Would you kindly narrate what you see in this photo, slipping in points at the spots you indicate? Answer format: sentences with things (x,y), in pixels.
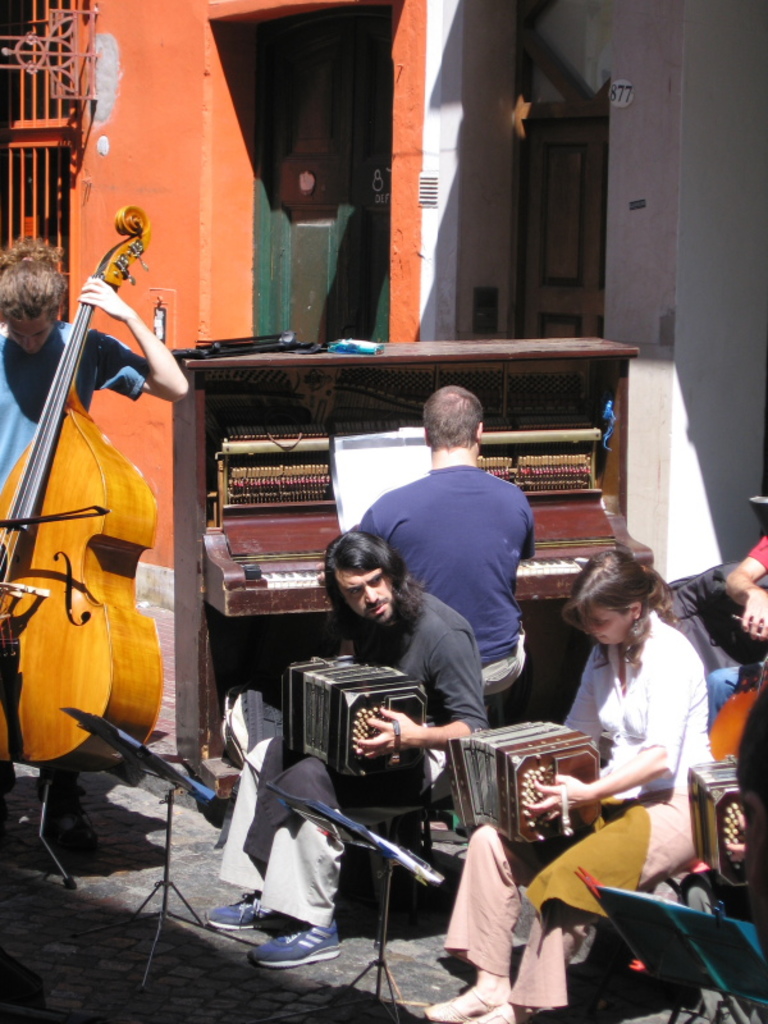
In this picture there are few musicians (522,539). The man (9,414) to the left corner (37,419) is playing double bass (64,579). The man (452,554) beside him is playing piano (549,549). The woman (645,680) to the right corner (645,680) and the man (460,735) beside her are playing accordions (416,720). There are book holders (341,831) in front of them. In the background (268,217) there are houses (396,143).
